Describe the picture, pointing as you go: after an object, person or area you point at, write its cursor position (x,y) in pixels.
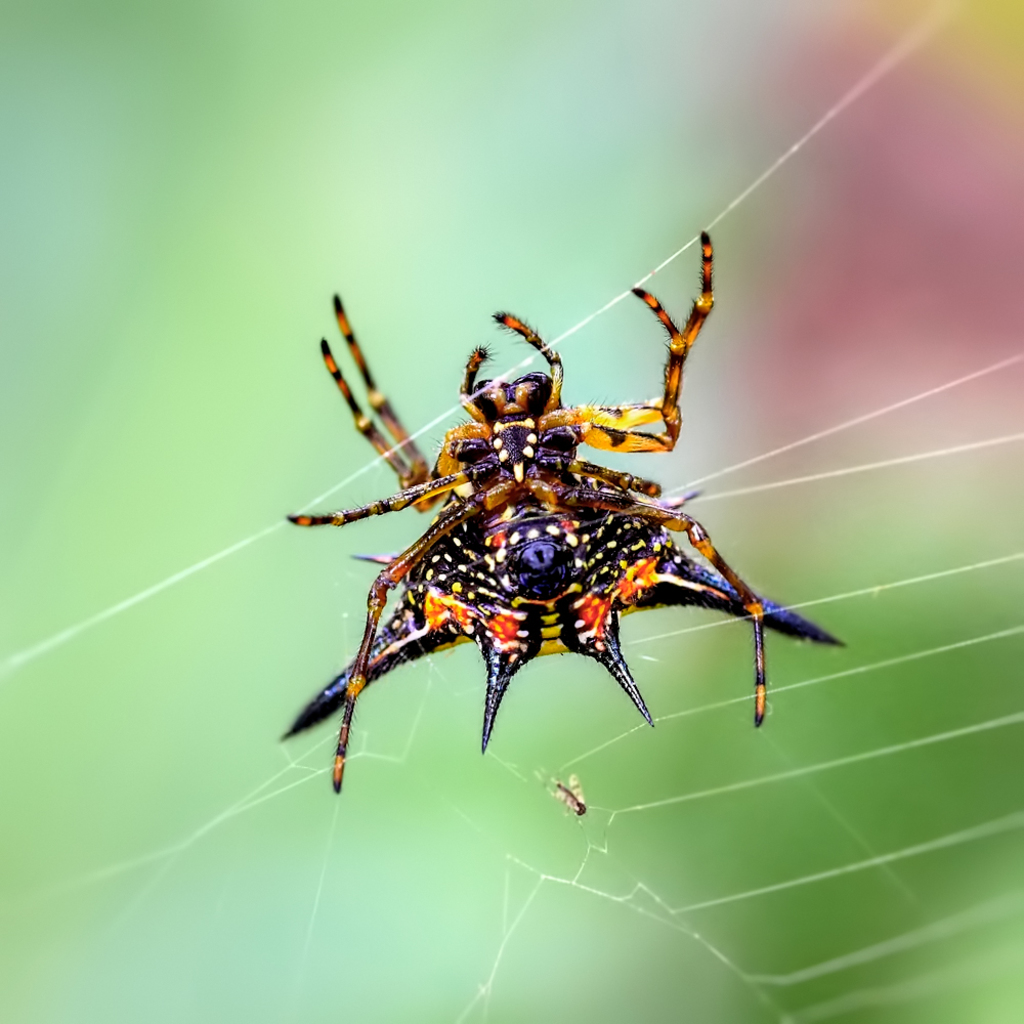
In the center of the image (447,518) we can see spider (470,563) in the web (536,800).
